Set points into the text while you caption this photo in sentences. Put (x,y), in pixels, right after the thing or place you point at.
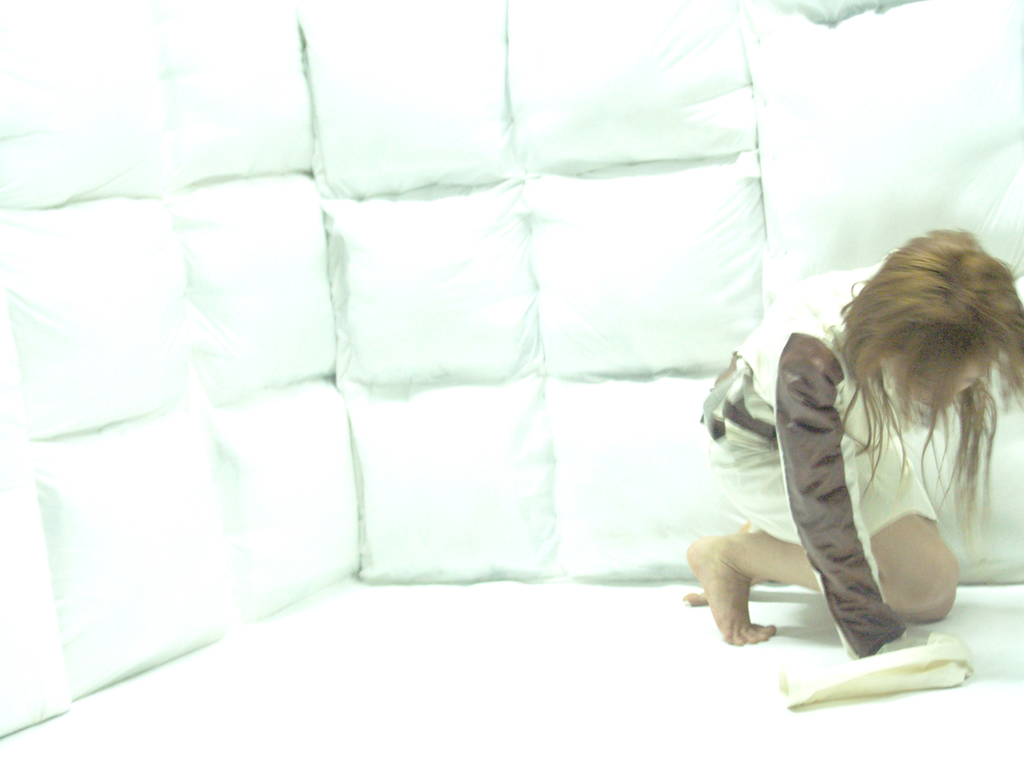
In the bottom right corner of the image (913,612) a person (928,262) is sitting and holding a cloth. Behind the person (788,503) we can see a cloth (858,69).
